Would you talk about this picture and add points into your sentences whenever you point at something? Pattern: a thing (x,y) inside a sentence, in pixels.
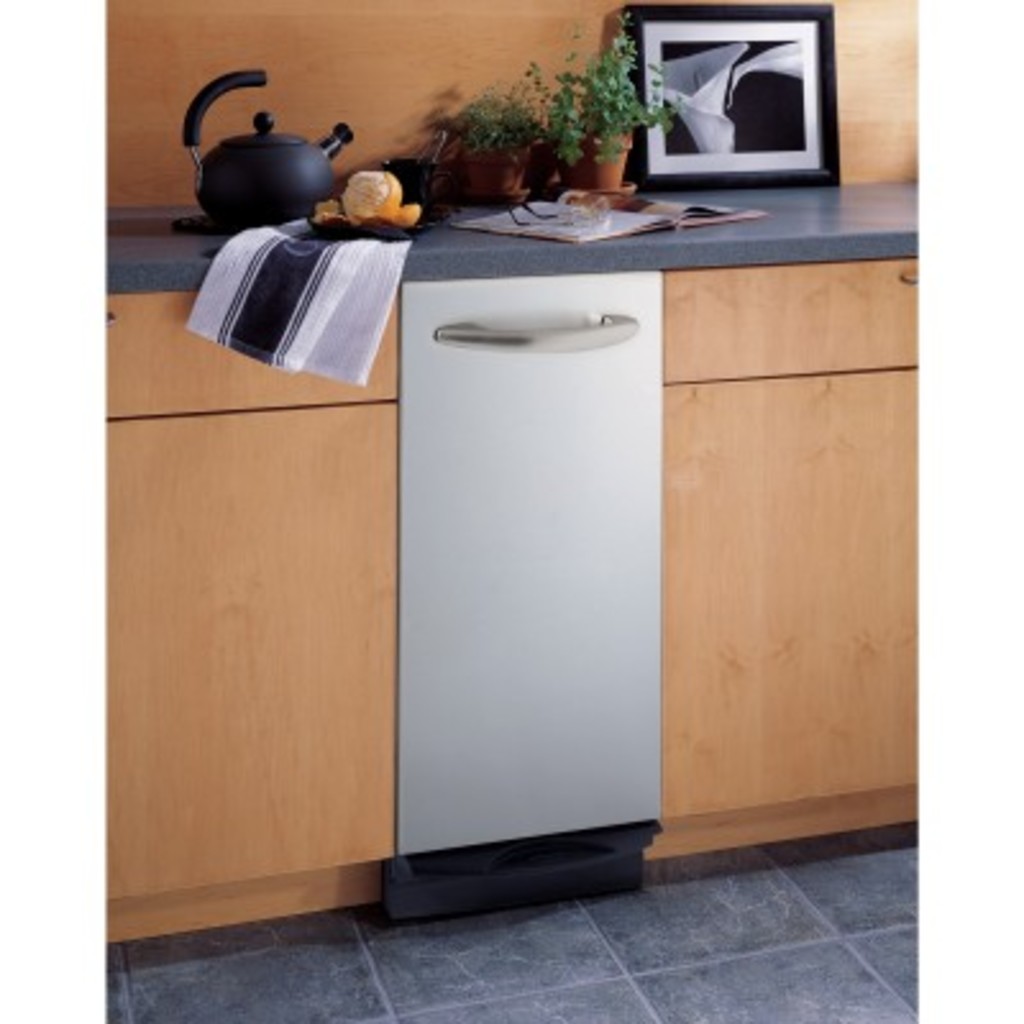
This is a zoomed in picture. In the foreground (605,950) we can see the ground (793,959). In the center (529,442) there is a kitchen platform (535,275) on the top of which a kettle (246,171), a napkin (315,249), a book (676,202), houseplants (582,138) and a picture frame (711,114) is placed. In the background (844,138) there is a wall (369,50).
